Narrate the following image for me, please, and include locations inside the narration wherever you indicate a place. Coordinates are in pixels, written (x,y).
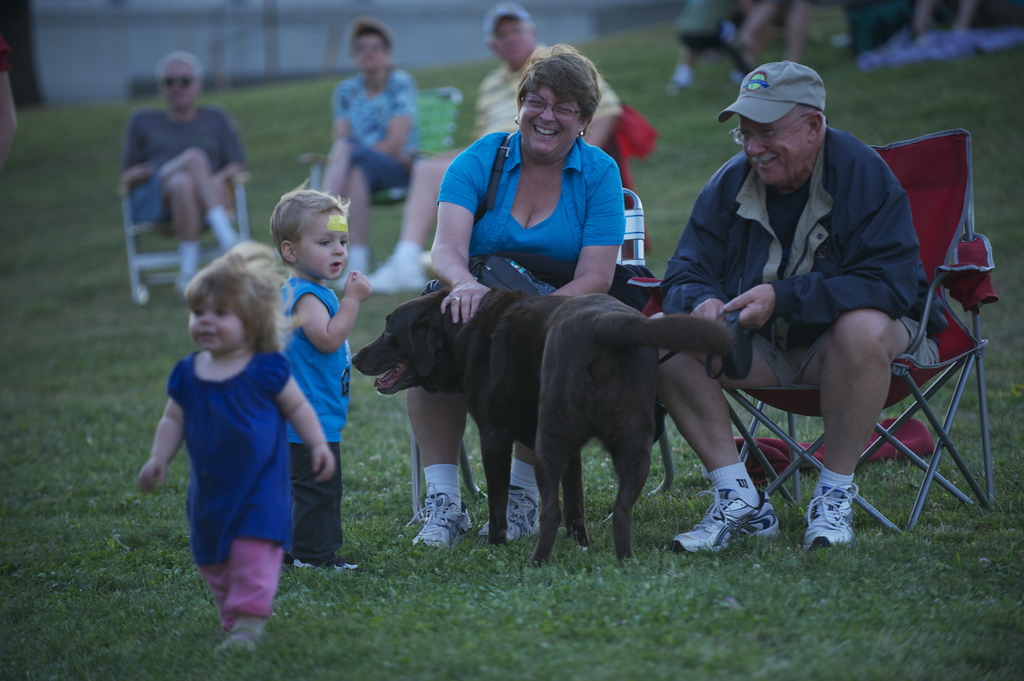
In this image I see a man (822,228) and a woman (478,173) who are sitting on chairs (960,151) and both of them are smiling. I can also see 2 children (347,569) and a dog (665,318) on the grass (646,501). In the background (452,117) I see few people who are sitting on chairs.
